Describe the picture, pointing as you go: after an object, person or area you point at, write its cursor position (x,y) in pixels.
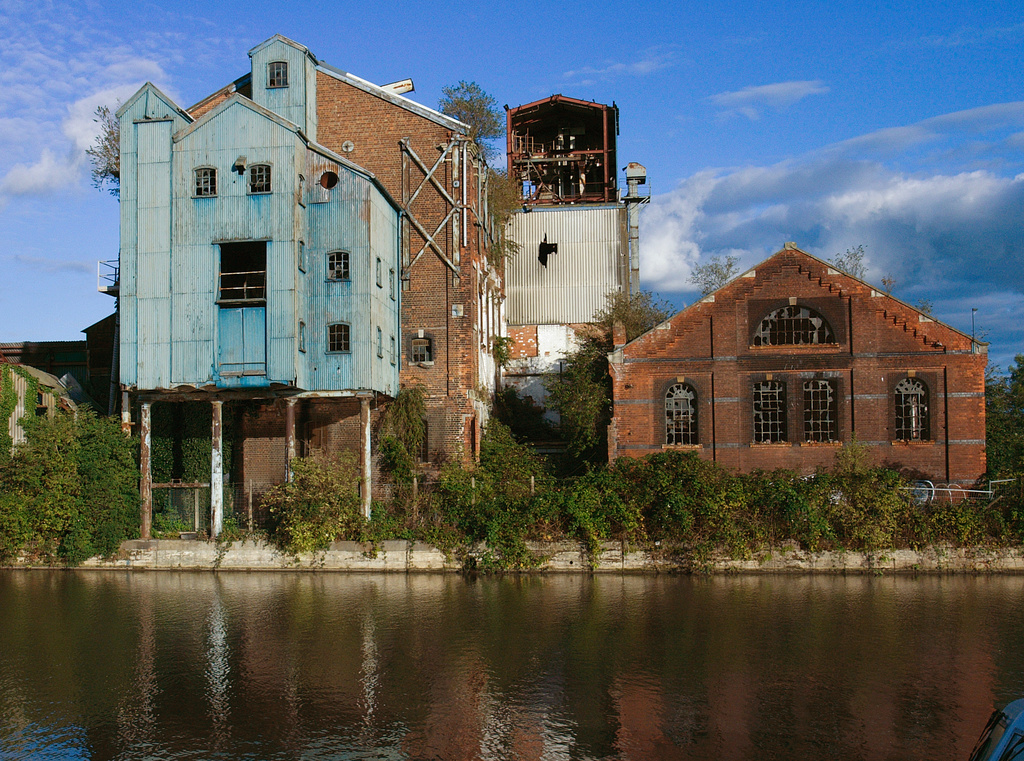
In the foreground of the picture (494,702) there is a water body (838,639). In the middle of the picture (492,486) there are plants (74,497), trees (557,399) and buildings (215,300). In the background (52,119) there is sky (777,90).
